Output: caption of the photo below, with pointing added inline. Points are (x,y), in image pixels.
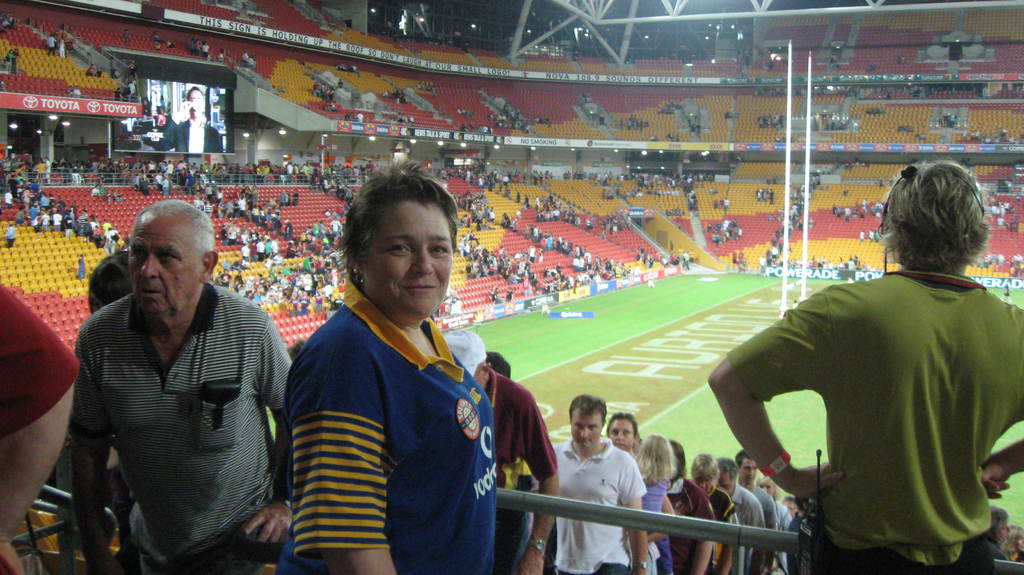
This picture describes about group of people (506,254), few are seated and few are standing, on the left side of the image (185,115) we can see a screen (182,108), in the background (539,15) we can find few metal rods (519,23).
